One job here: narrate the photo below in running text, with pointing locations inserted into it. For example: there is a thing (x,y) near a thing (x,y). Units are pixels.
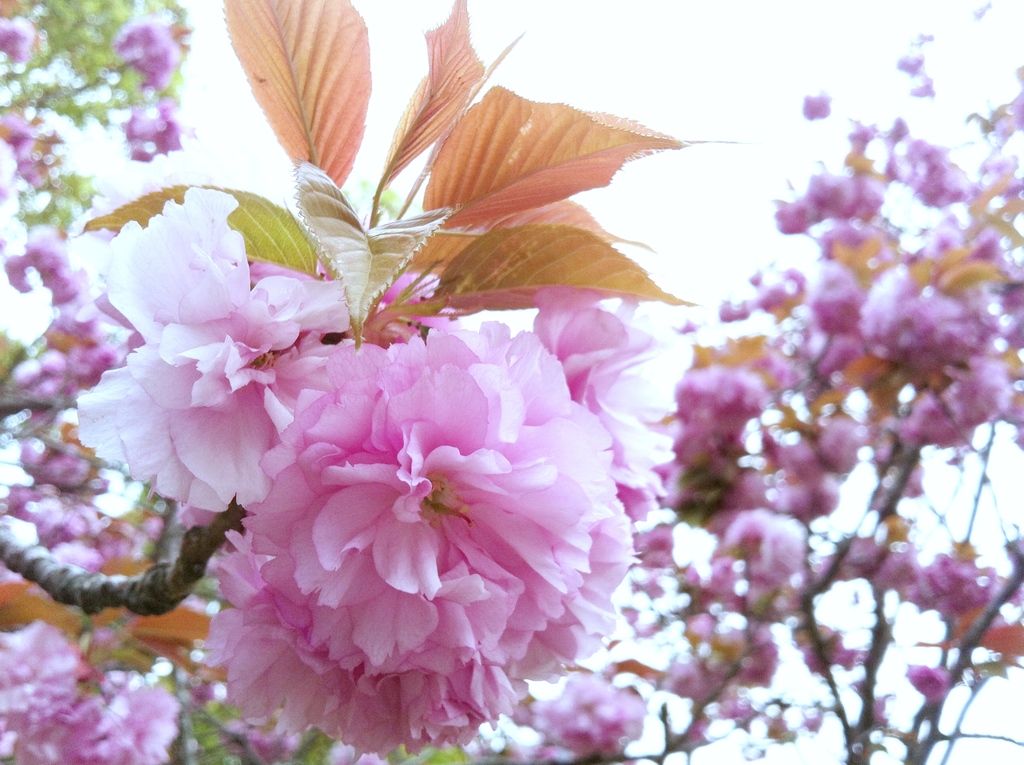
In this image, we can see cherry blossom trees (643,519).
